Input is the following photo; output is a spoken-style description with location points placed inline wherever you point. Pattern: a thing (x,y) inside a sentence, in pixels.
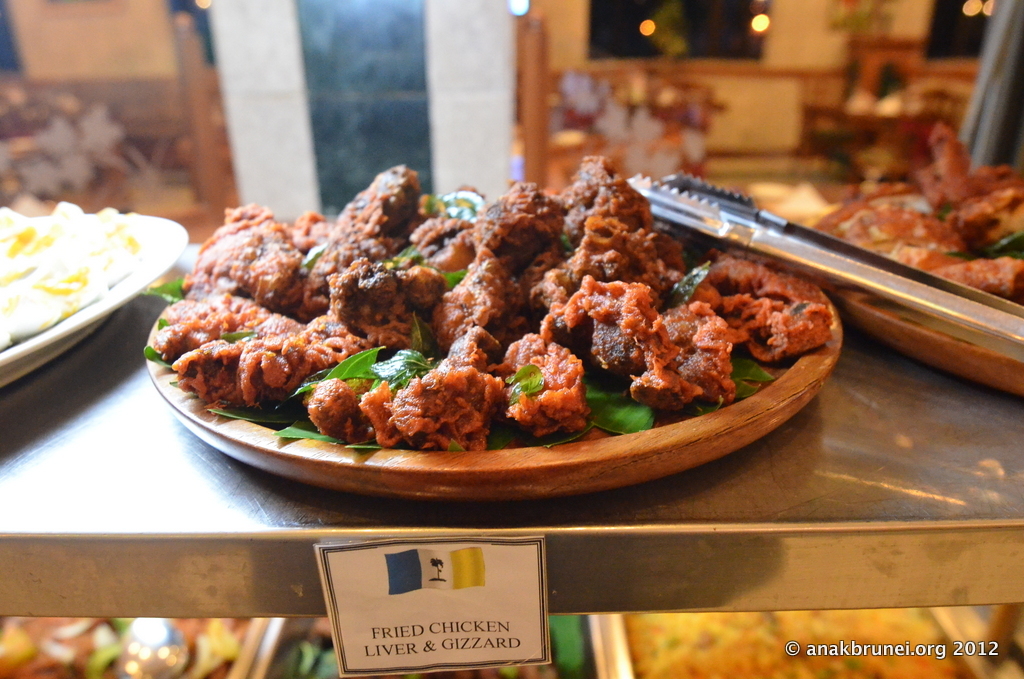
Here I can see three plates (48,335) are placed on a table (852,483). These three plates (99,308) consists of some food items (421,330). Under the table (667,591) there are some more food items (654,657). At the bottom of this image (443,562) I can see a white color paper (430,596) which is attached to the table (667,552). On this paper (471,631) I can see some text (428,641). In the background (155,36), I can see the wall (111,44), windows (690,14) and chairs (842,129).
